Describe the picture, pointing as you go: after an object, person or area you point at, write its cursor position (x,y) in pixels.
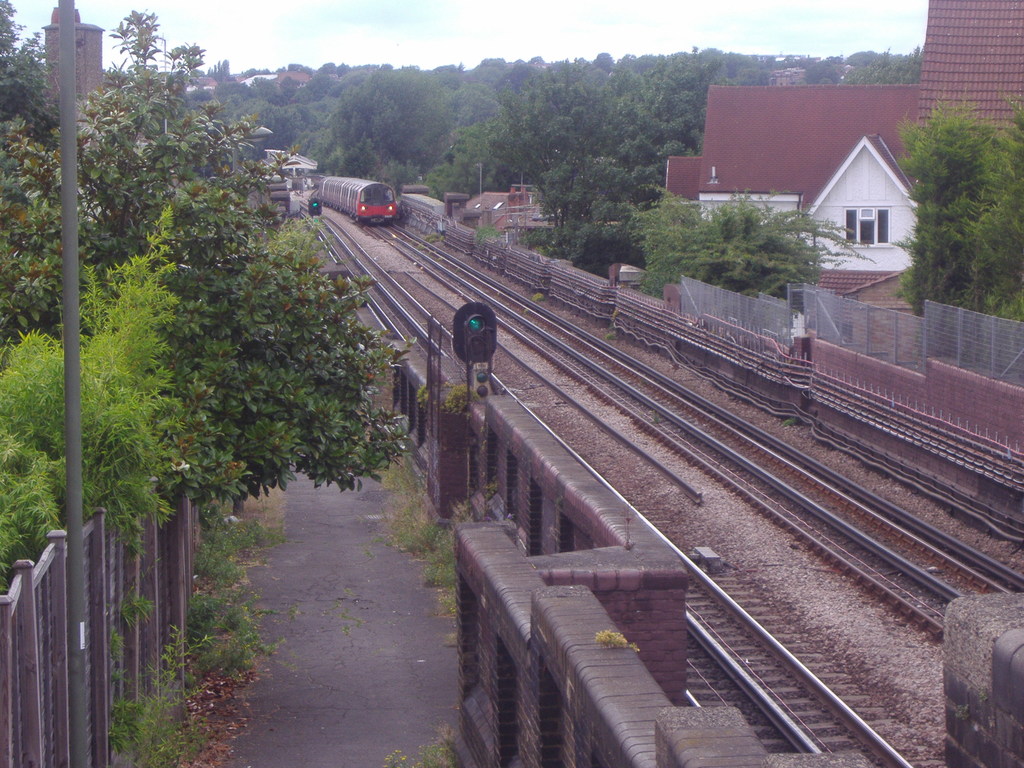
In this image in the center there are trains (346,186), and at the bottom (778,574) there is a railway track (820,650), sand (674,508) and there is railing (967,325), wall (567,661) and some poles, trees (968,251), houses (892,210), buildings (914,115). And in the background (393,84) there are trees (508,75) and buildings (849,68), at the top (363,45) there is sky (410,50).
